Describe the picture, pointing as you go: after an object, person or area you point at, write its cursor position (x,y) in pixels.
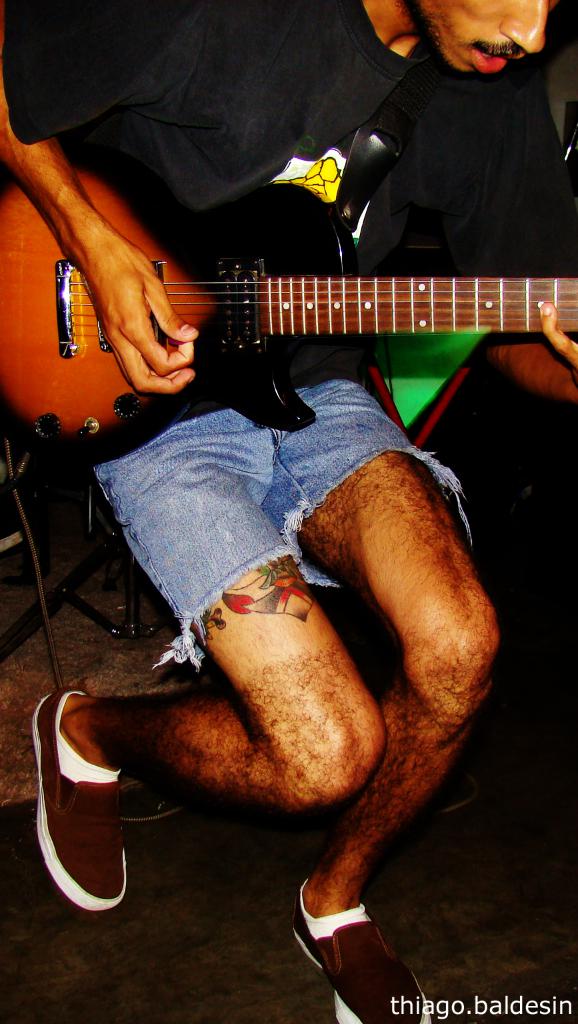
In this image, we can see a human being (317,186). He is playing a guitar (299,317). He wear a short (223,458), t shirt (254,139), shoe (96,820) and socks (112,774). He wear a tattoo (251,606) on his right leg (268,604). We can see floor (221,940) here. He bent his knees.
